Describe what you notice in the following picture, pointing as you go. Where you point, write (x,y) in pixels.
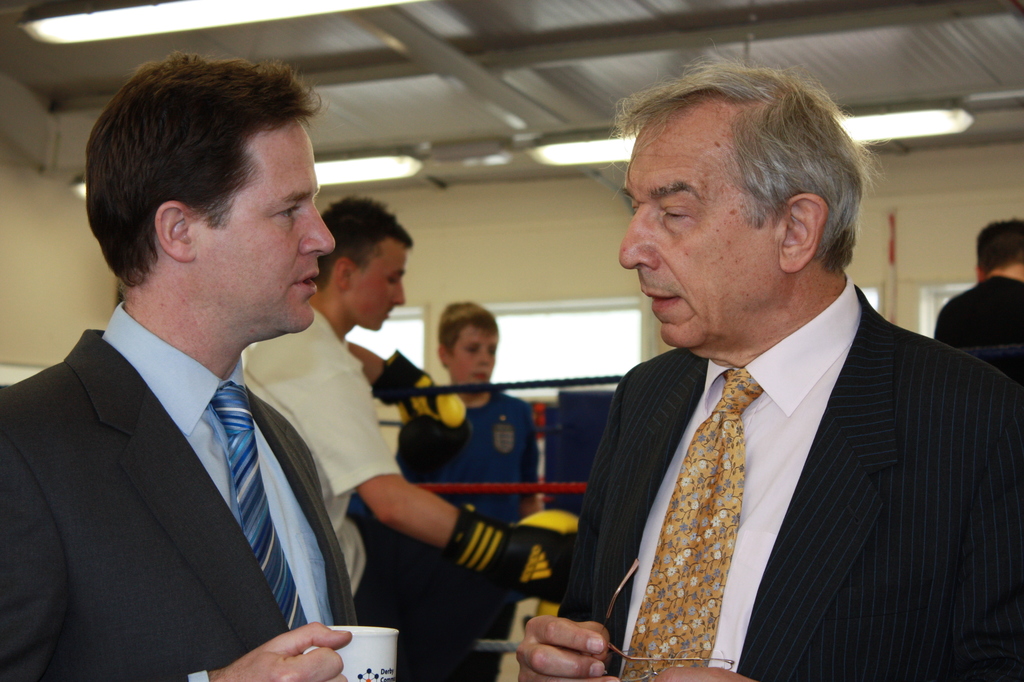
In this image, we can see people (318,531) and are wearing coats (609,531) and ties (685,543), one of them is holding glasses (610,641) and the other is holding a cup (385,640). In the background (458,369), there are some other people (478,427), one of them is wearing gloves (416,411) and we can see lights (176,27), windows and a wall (910,245) and there is a pole (888,245) and some ropes (461,388).
